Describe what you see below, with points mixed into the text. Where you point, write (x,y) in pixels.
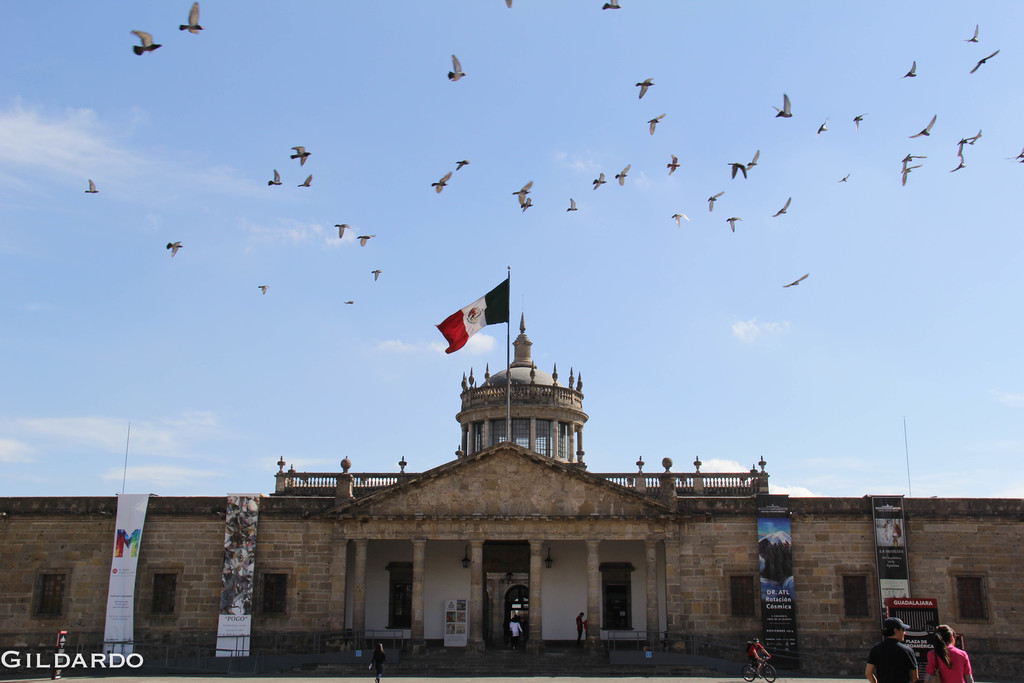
In the foreground (265,577) I can see a text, posters (233,564), group of people (760,657) on the road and a fort (495,539). In the background (783,348) I can see flocks of birds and the sky (540,300). This image is taken may be during a day near the fort (532,560).
